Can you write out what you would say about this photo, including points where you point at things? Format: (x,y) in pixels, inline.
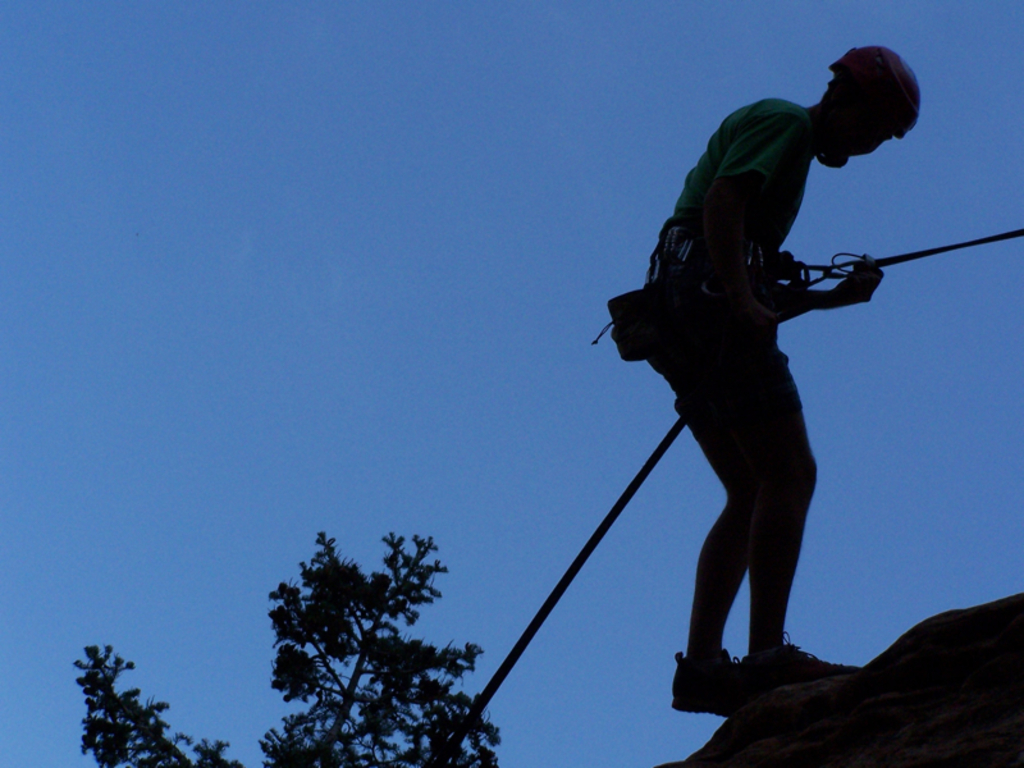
In this image we can see a person (756,468) climbing, beside that we can see a stone (980,680) and we can see a tree (109,712). And we can see the sky (248,321) at the top (455,27).
